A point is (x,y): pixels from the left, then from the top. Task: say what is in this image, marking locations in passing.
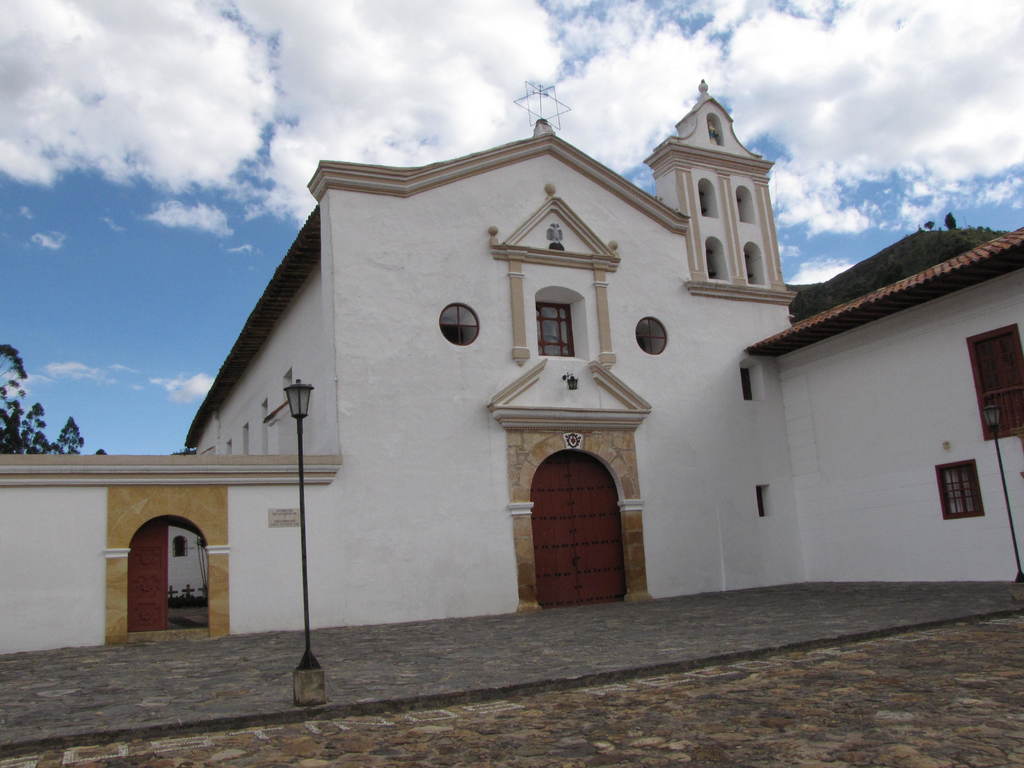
In this image there is a house (479,493) in the middle (483,507). At the top of the house (550,143) there is a star symbol (539,100). At the top (116,228) there is sky (109,236) with the clouds (135,159). In front of the house (430,484) there is a light (305,414). There is a door (582,545) to the house (581,539) at the bottom (606,573).
